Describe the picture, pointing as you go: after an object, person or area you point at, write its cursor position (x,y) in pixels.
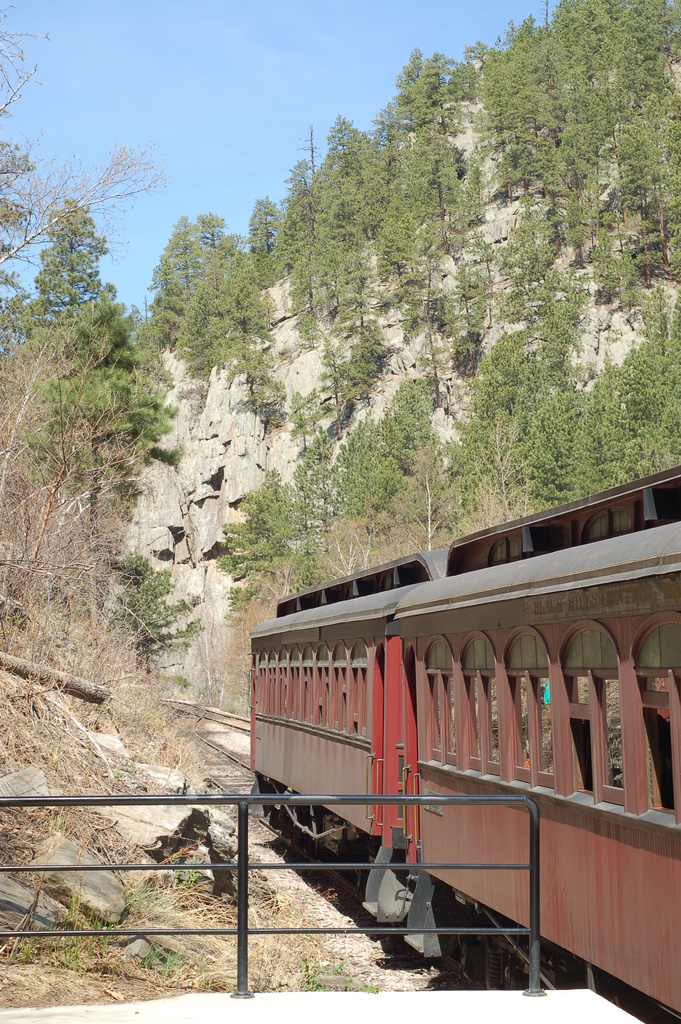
In the picture I can see a train (277,739) on a railway track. In the background (118,509) I can see trees (121,492) and the sky (79,191).
